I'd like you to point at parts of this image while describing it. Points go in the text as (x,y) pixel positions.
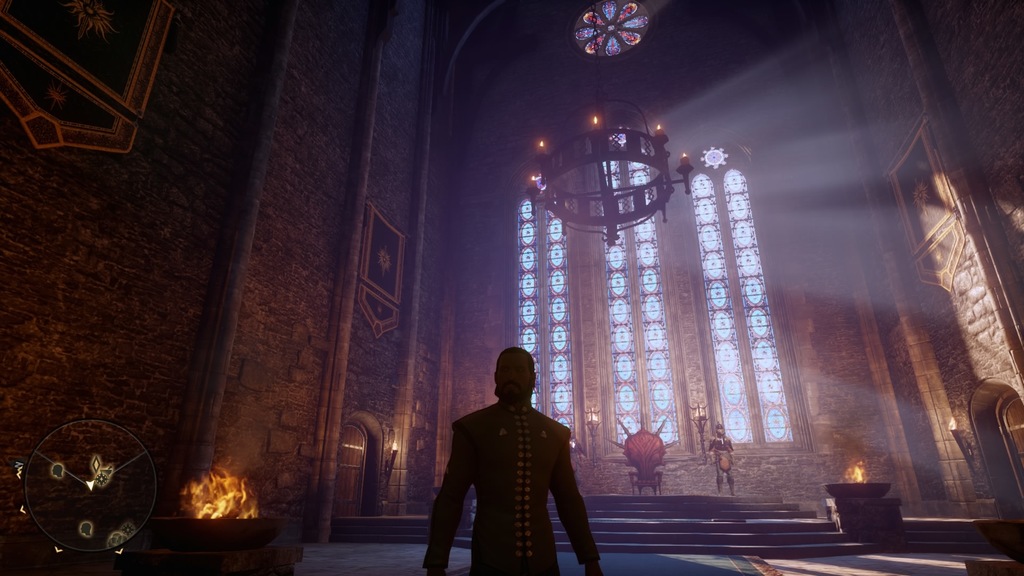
This image consists of a person (518,437) at the bottom (457,495). There are lights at the top (586,148). There are chair (637,466) and statues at the bottom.
